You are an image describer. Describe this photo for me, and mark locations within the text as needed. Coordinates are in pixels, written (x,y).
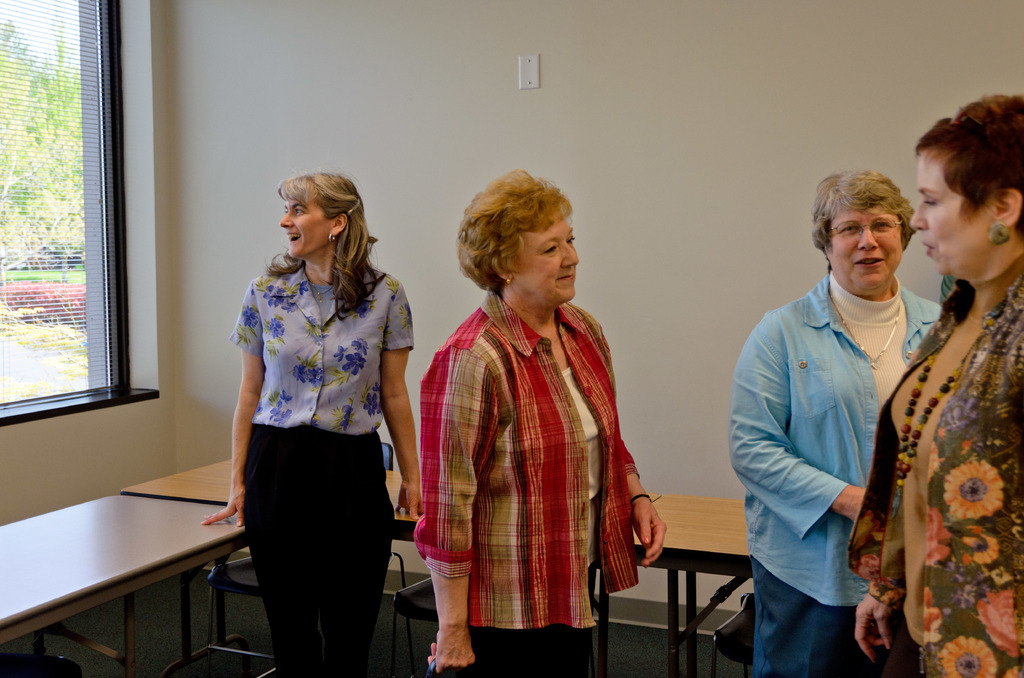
In a room (271,287) there are four women (900,438), they are talking to each other and behind them there are table (20,544) and in the background (341,122) there is a wall (187,137). On the left side (71,274) there is a window (96,176).
